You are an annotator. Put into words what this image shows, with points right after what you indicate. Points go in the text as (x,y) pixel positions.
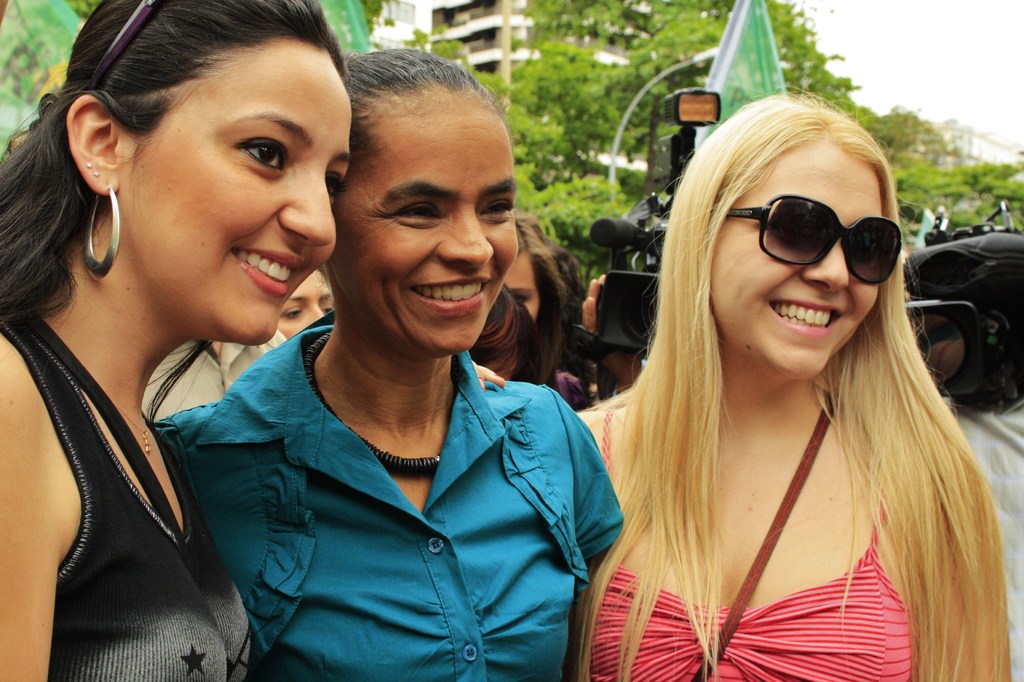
In this image I can see in the middle (440,267) three girls (718,260) are smiling, they are wearing dresses (468,458). On the right side (967,265) few persons (529,257) are holding the cameras (949,271). In the background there are trees (538,77) and buildings (456,36).
